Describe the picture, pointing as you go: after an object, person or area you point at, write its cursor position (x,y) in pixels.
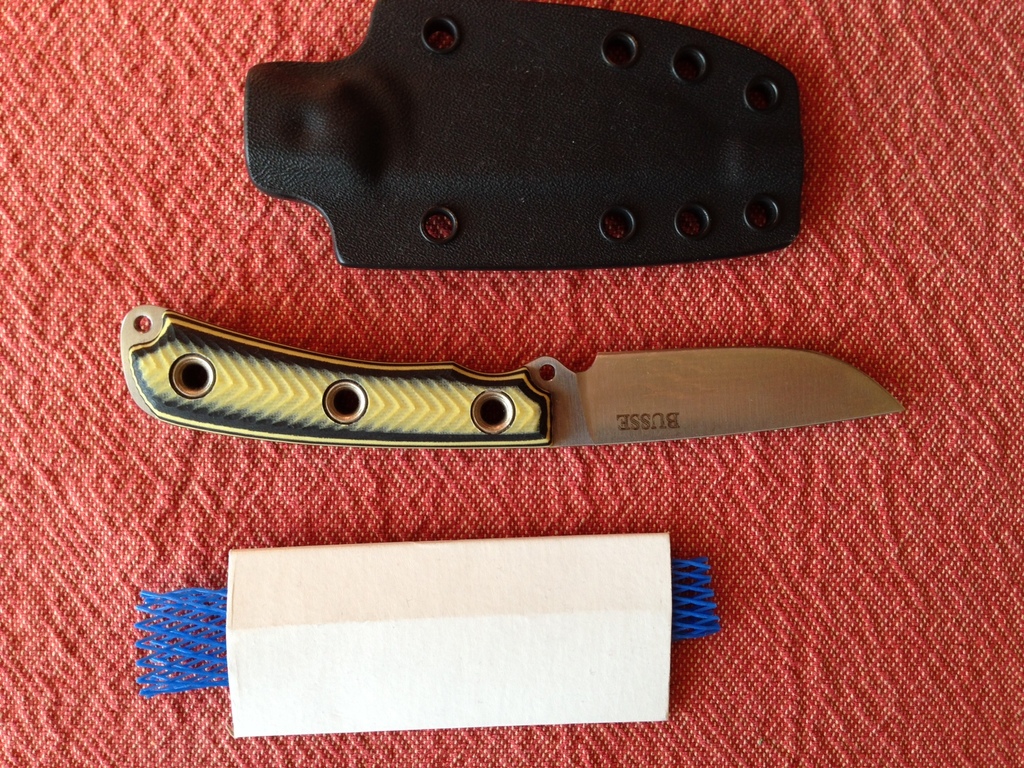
In this image there is a knife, a cardboard box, and another object (573,40) placed in a table (243,121).
